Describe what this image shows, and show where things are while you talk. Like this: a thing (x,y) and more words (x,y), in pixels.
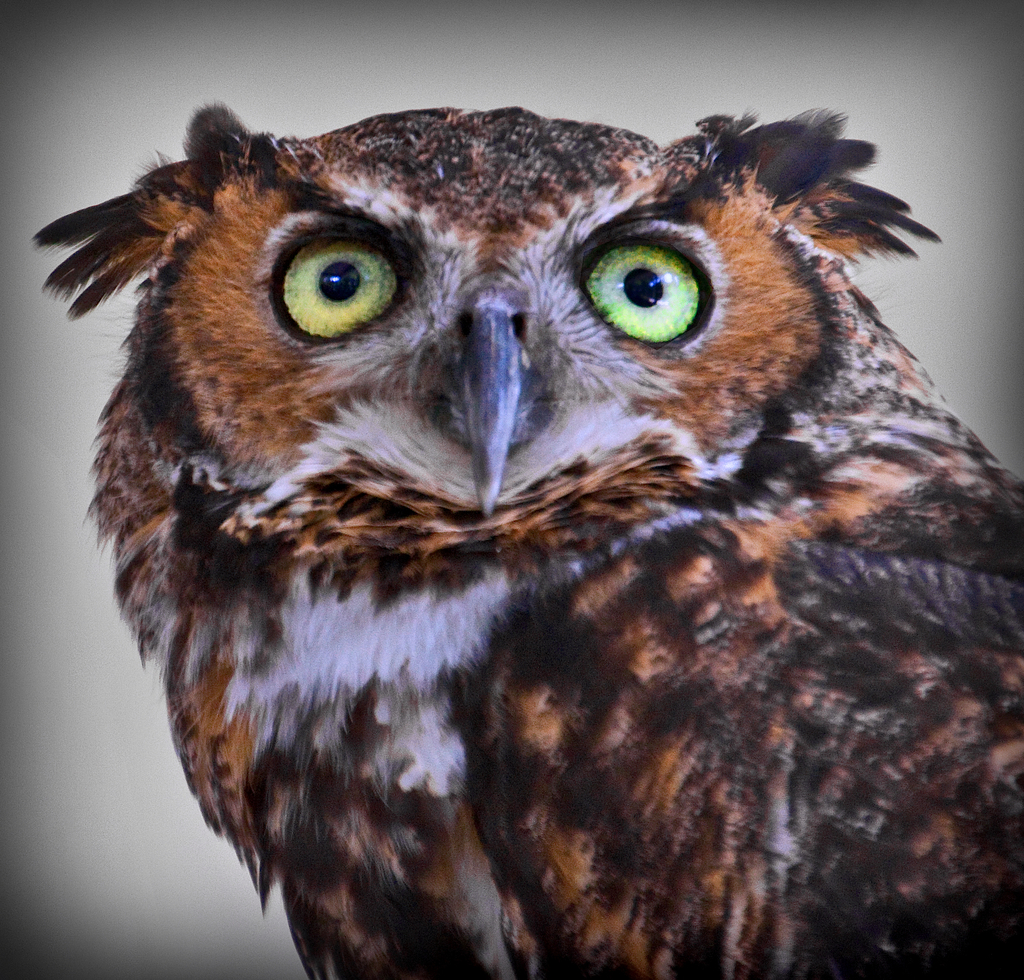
In this image I can see an owl (229,353). I can see colour of this owl (590,635) is brown, black and white. I can also see white colour in background (57,248).
